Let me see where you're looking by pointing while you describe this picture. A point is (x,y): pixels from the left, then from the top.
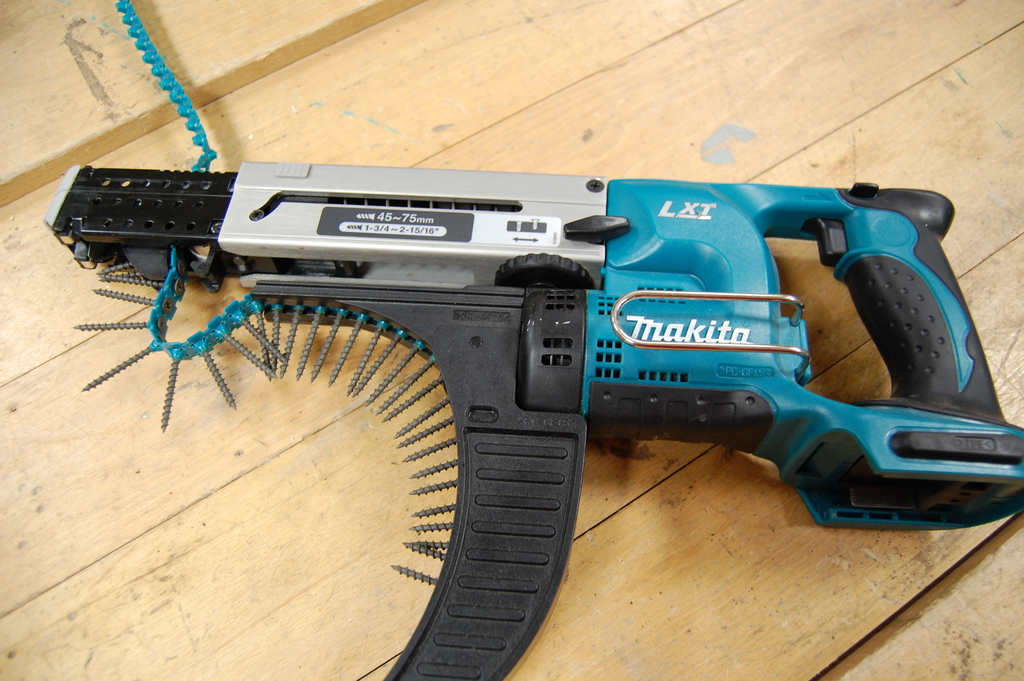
In the foreground of this image (429,355), there is a screw gun (514,323) on a wooden surface (488,146).
